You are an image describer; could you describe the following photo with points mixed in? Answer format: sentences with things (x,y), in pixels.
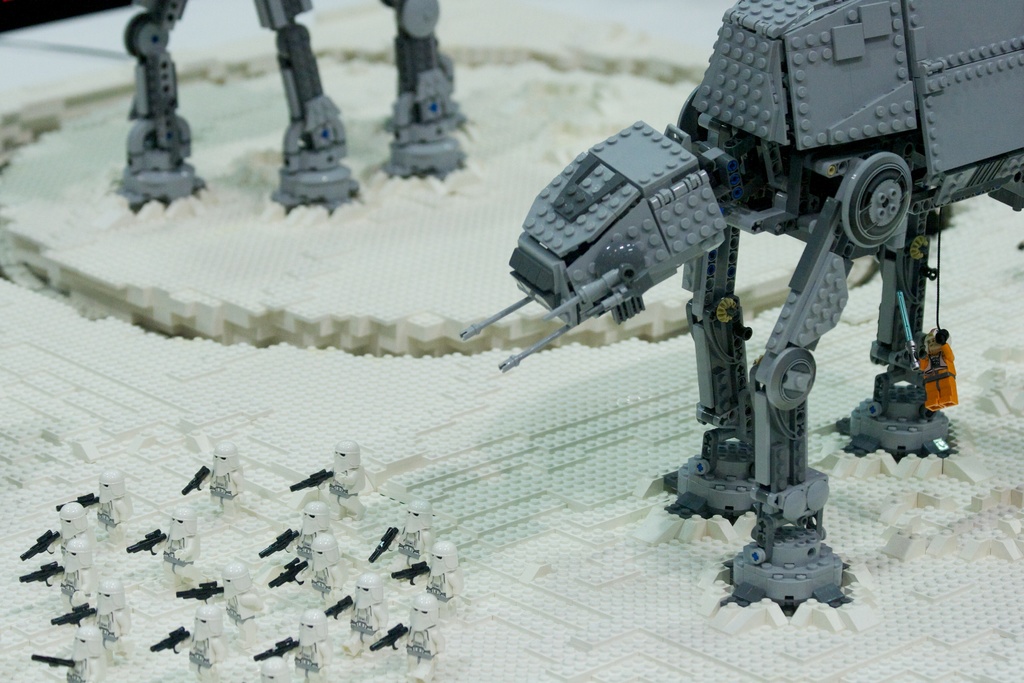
In this picture we can see some objects (537,348) on a platform (488,370).
